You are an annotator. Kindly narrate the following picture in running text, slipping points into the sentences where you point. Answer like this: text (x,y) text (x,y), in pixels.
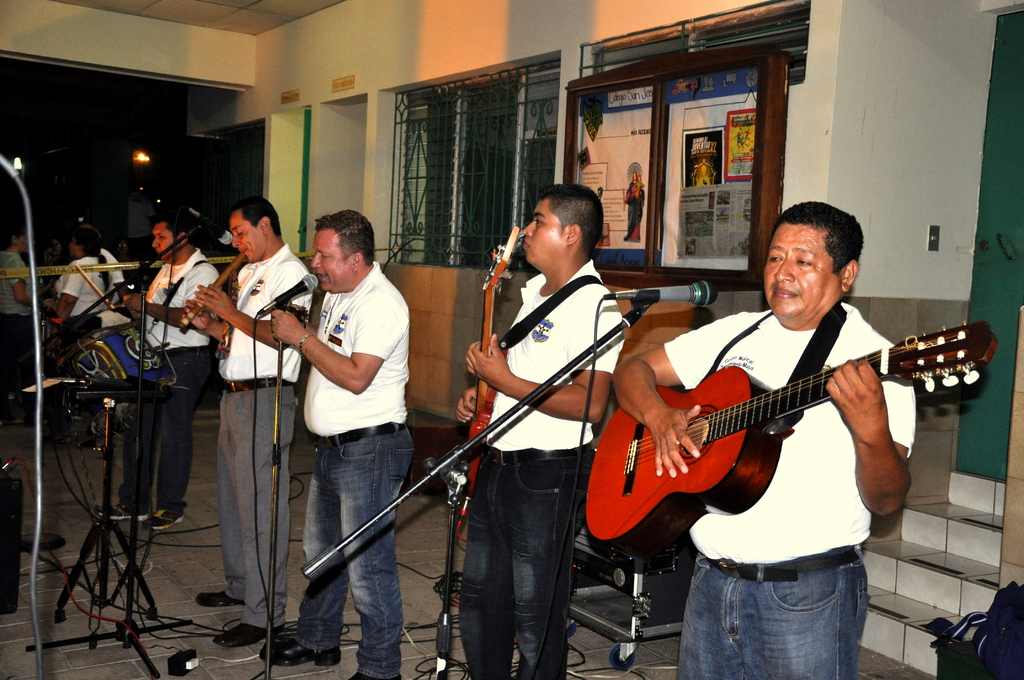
In this image there are people (193,262) and musical instruments (983,328) in the foreground (770,272). There is a window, some frames (682,255) on wall (442,50) in the background (743,251). There is a floor (5,638) at the bottom (181,562). And there is a roof (165,0) at the top (127,10).
